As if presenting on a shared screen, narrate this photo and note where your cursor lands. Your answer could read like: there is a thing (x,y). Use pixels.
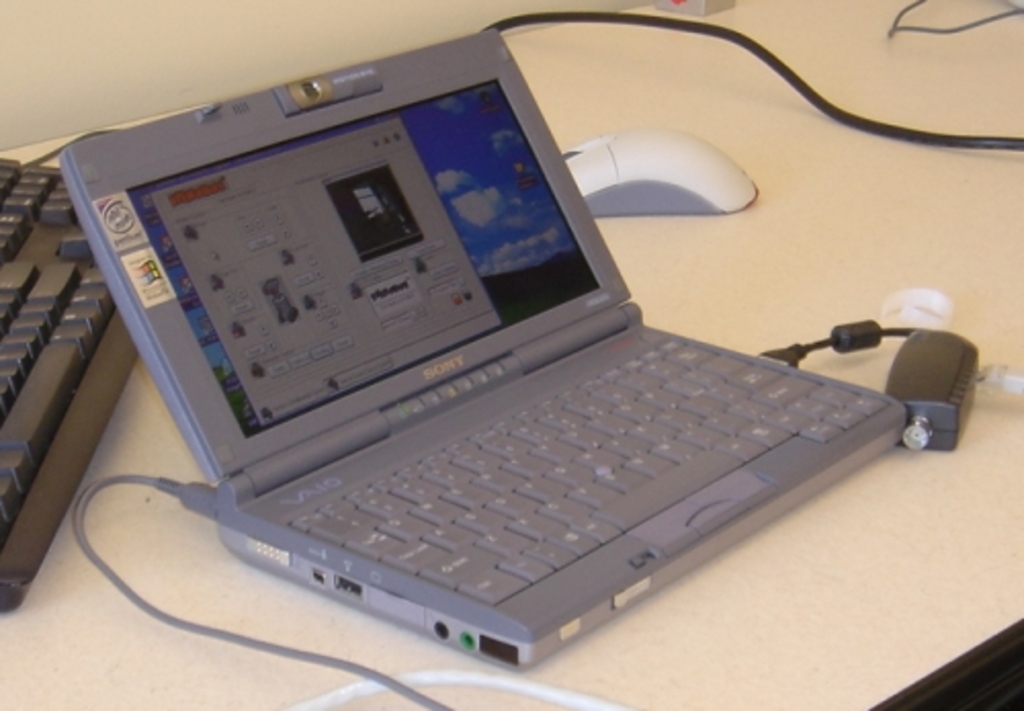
In this image there is a table (865,290) truncated towards the bottom of the image (849,641), there are wires (455,671) truncated towards the bottom of the image (404,692), there are wires (962,139) truncated towards the right of the image (999,146), there are objects (652,191) on the table (702,39), there is a keyboard (113,347) truncated towards the left of the image (55,474), there is a wall (206,24) truncated towards the top of the image (257,40), there is an object (689,6) truncated towards the top of the image (700,11).
